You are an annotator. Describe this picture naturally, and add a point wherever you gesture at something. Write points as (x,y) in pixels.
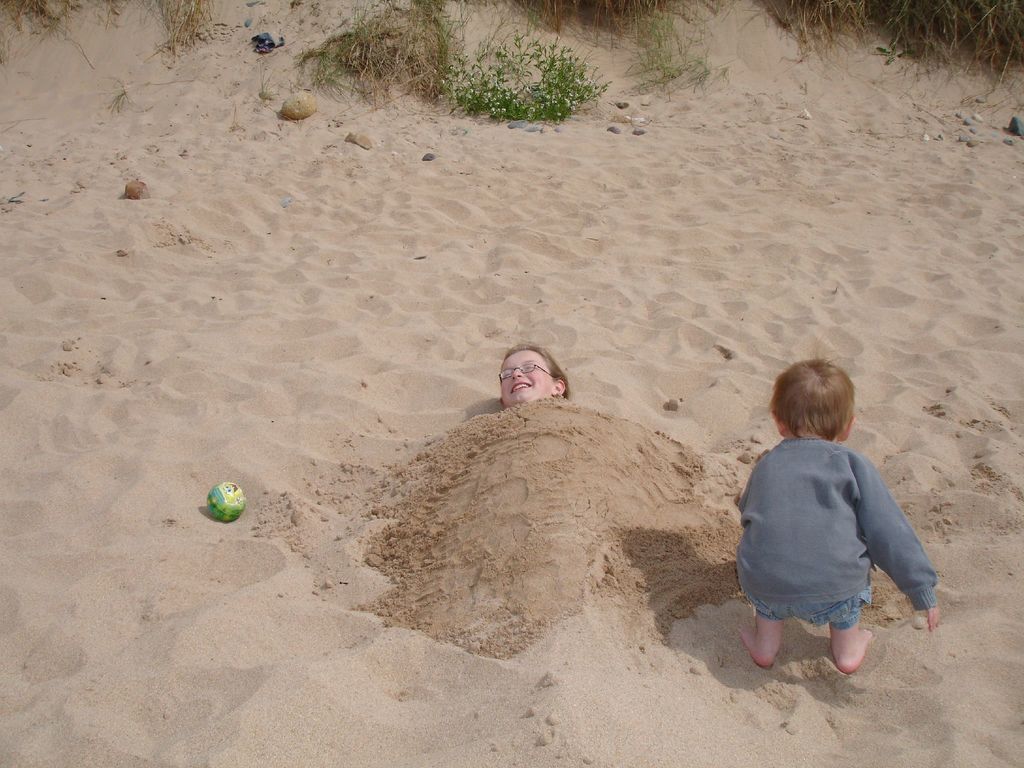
In this picture there is a girl (560,391) who is wearing spectacle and she is smiling. She is lying on the sand (516,413). On her body (555,499) I can see the sand (560,470). On the right (767,552) there is a boy (792,477) who is standing near to her. At the top (899,15) I can see the grass (944,54) and plants (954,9). On the top right corner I can see some small stones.
